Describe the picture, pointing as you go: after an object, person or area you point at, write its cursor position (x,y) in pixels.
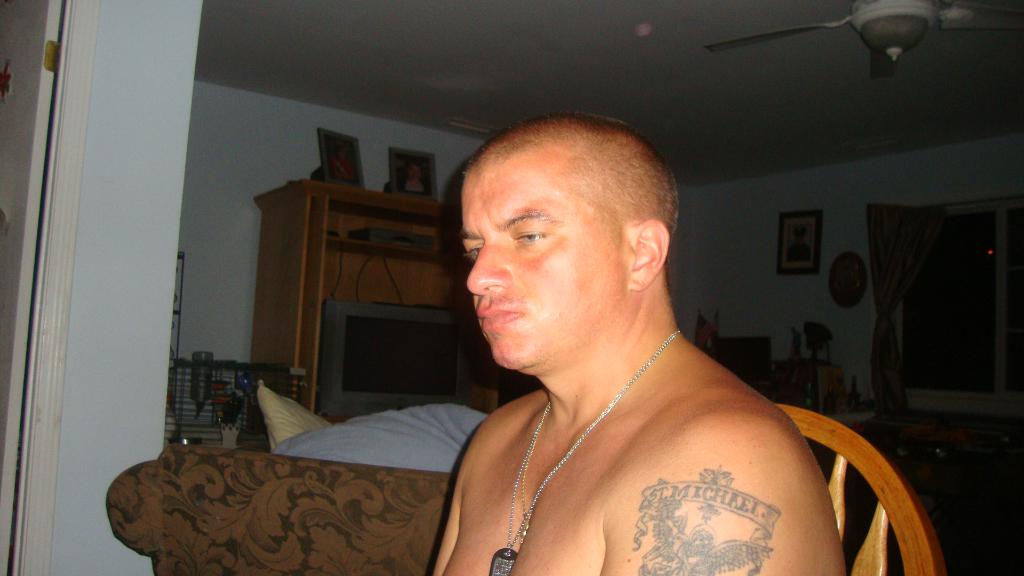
In this image there is a man (677,461) sitting on the chair (923,525), behind him there is a sofa (266,519) and cupboard (408,221) with TV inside that and some photo frames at the wall (674,291).
